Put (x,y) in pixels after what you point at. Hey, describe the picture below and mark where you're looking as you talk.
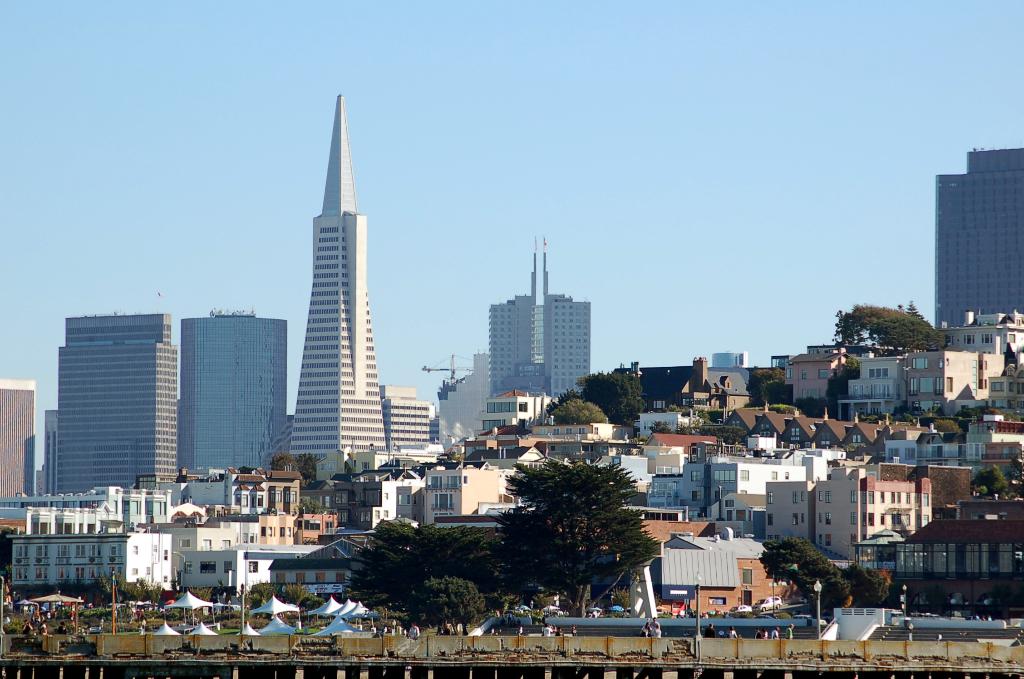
In this image we can see some buildings (559,447), trees (796,554), people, poles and other objects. At the top of the image (482,108) there is the sky (454,39). At the bottom of the image (549,650) it looks like a bridge (593,660).
